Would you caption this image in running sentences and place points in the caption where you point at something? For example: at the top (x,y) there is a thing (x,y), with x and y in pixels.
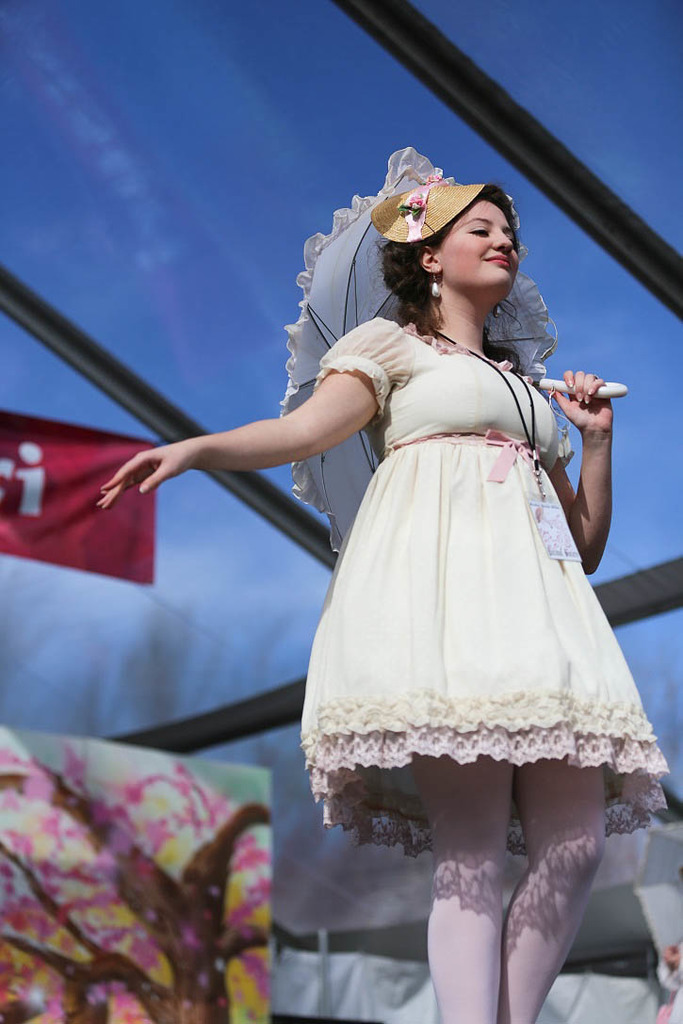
In the image in the center (359,566) we can see one woman (453,574) standing and she is smiling, which we can see on her face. And she is in white color costume (456,618). In the background (51,507) there is a roof (114,156), banner (30,436), colorful object (105,955), umbrella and few other objects (622,908).
